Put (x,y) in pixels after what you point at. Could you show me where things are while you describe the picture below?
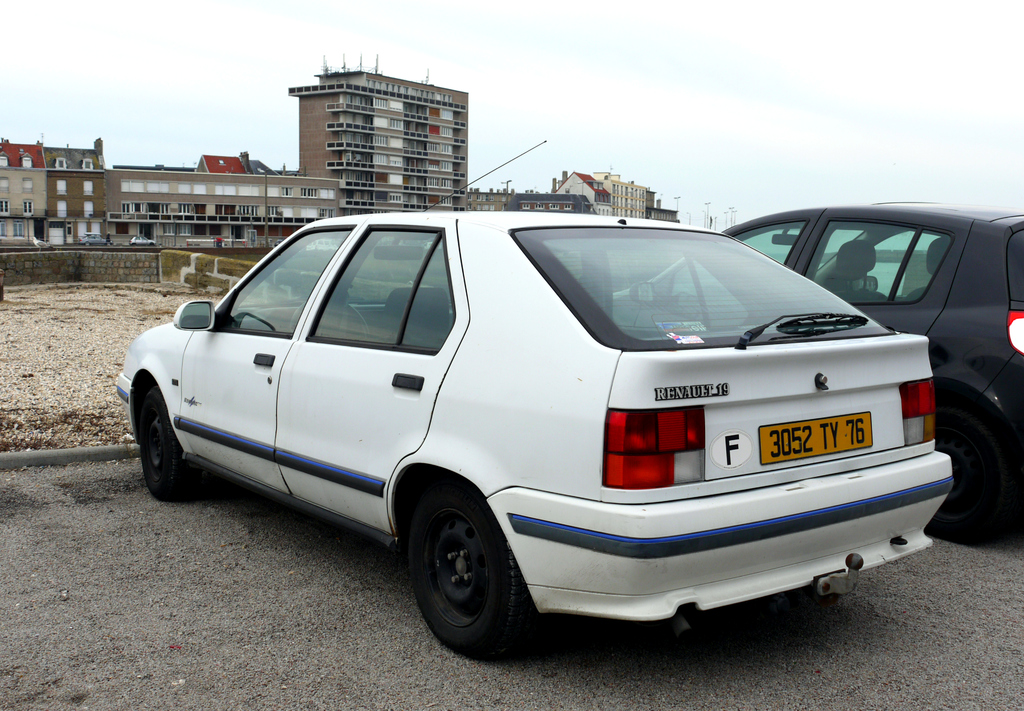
In the foreground of this image (763,382), there are two cars (637,528) on the road (314,604). In the background (123,299), there is land (83,299), buildings (637,197) and the sky (646,98).
